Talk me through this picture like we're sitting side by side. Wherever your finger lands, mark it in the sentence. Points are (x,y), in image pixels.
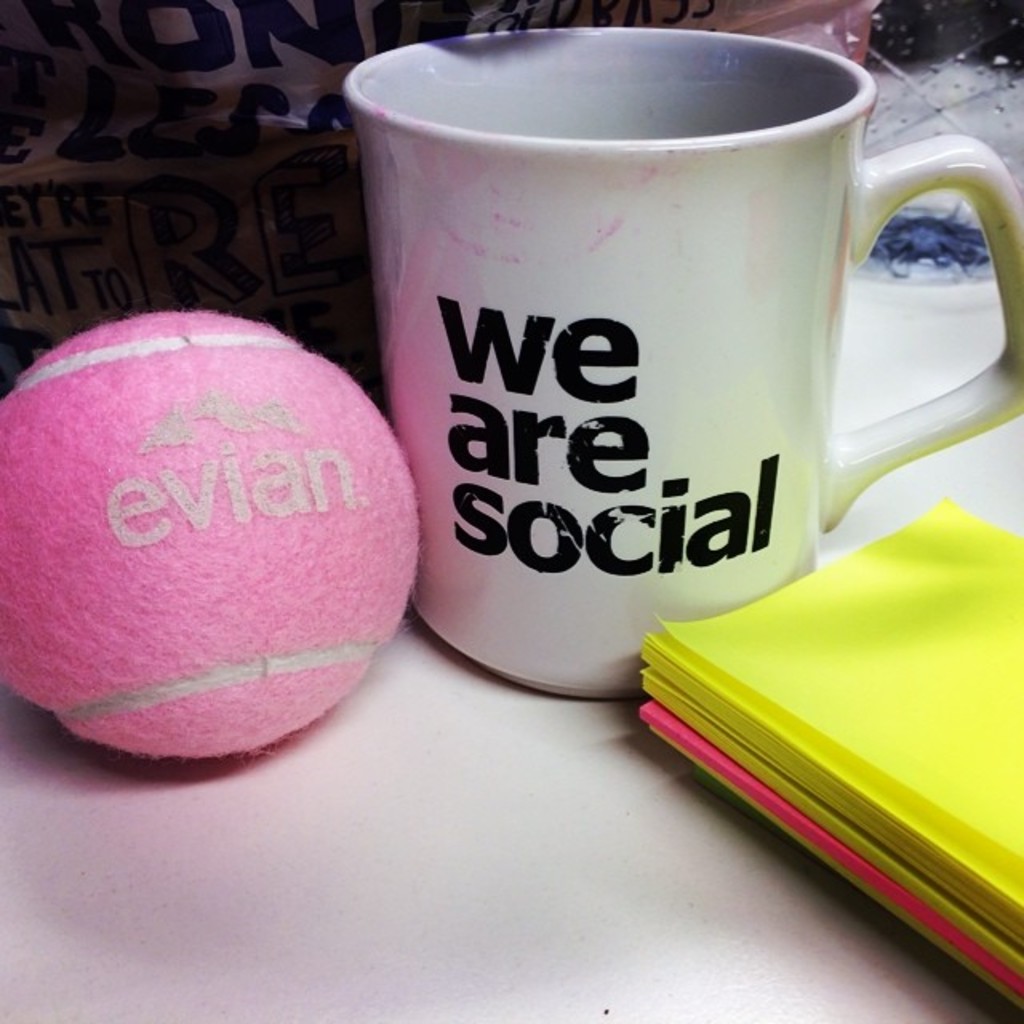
This image consists of a ball (185,542) in pink color. On the right (807,791), there are papers (833,760) in yellow color. In the middle (551,453), there is a coffee cup (436,175). At the bottom (358,828), there is a desk (34,814).
